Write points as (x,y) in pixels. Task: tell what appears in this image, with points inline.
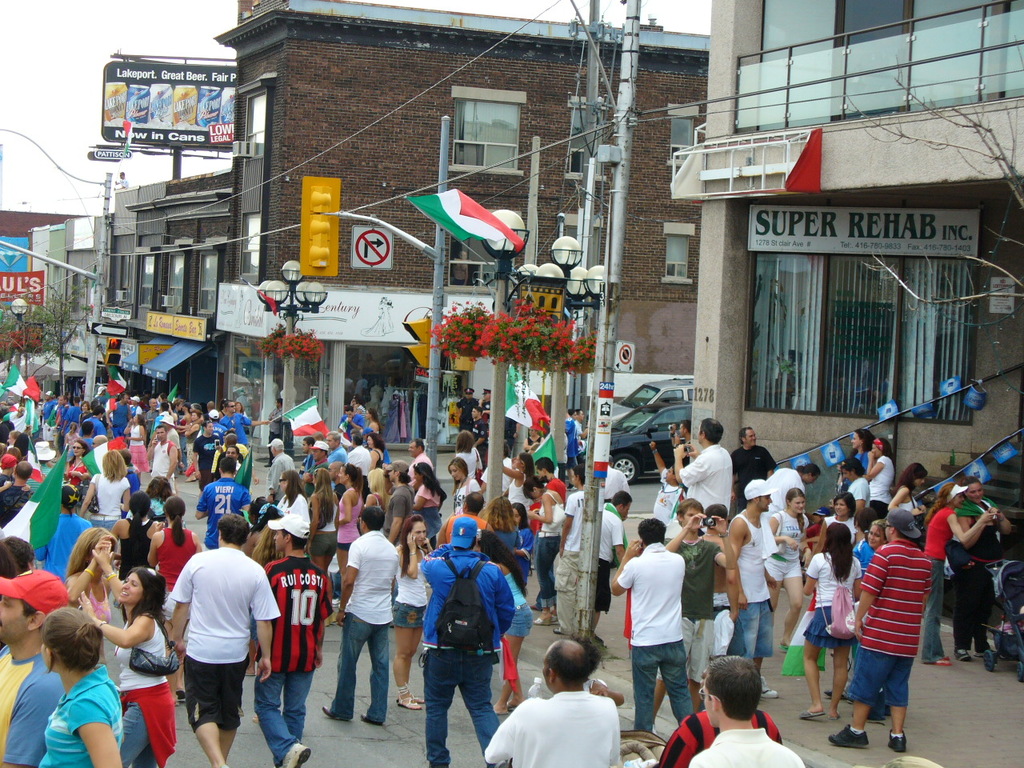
In this picture I see the road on which there are number of people (495,509) and I see that few of them are holding flags (295,434) in their hands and I see number of poles (627,94) and wires (230,197) and on the right side of this image (718,293) I see number of buildings (253,259) and I see 2 cars (626,420). In the background (152,34) I see the sky (102,58) and I can also see boards (21,297) on which there is something written.
